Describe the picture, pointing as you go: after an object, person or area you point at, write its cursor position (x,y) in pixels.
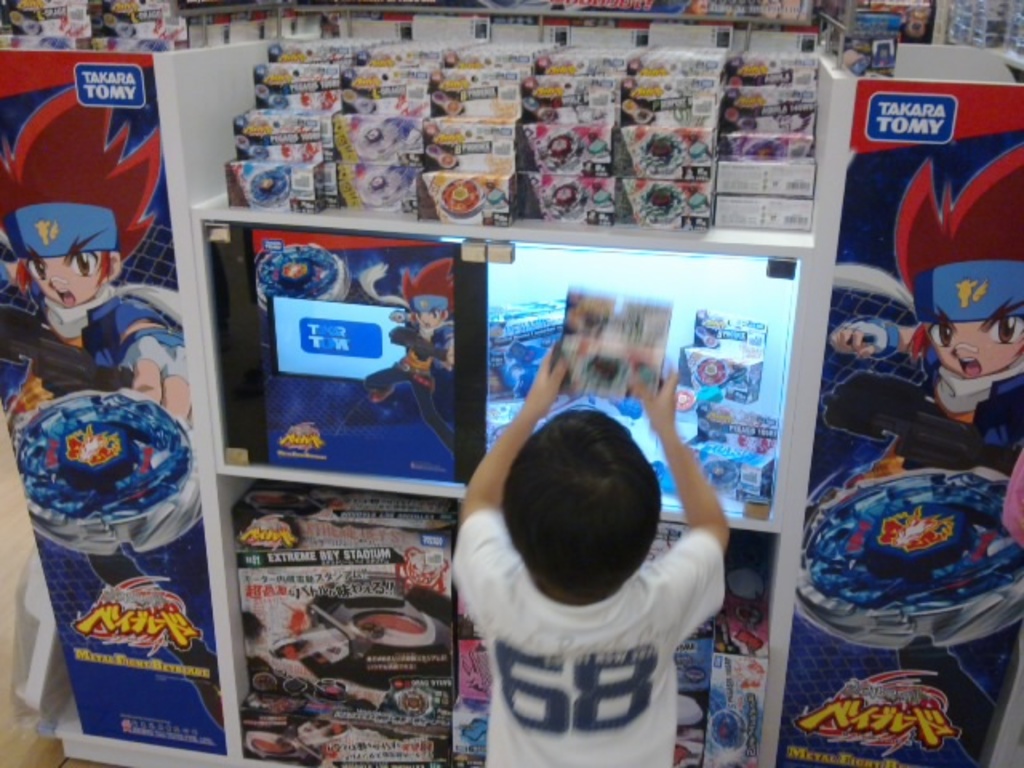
In this image I can see a person (607,597) standing and holding something. He is wearing a white and blue color top (637,603). In front I can see a toy boxes (547,113) on the white color rack (473,240). I can see a cartoon picture (426,453) on a board (82,311).
